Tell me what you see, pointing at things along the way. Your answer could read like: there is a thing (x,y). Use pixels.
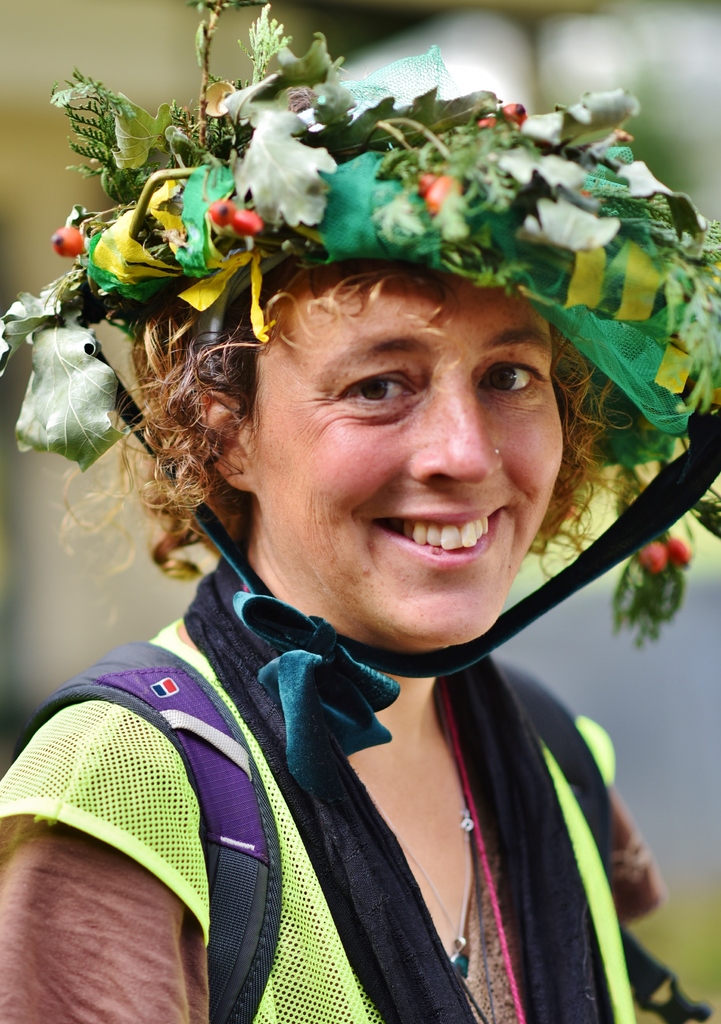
In this image I can see the person (306,985) wearing the dress (307,983) and crown (184,242). I can see the crown (134,275) is in green, yellow and red color. And there is a blurred background (33,537).
